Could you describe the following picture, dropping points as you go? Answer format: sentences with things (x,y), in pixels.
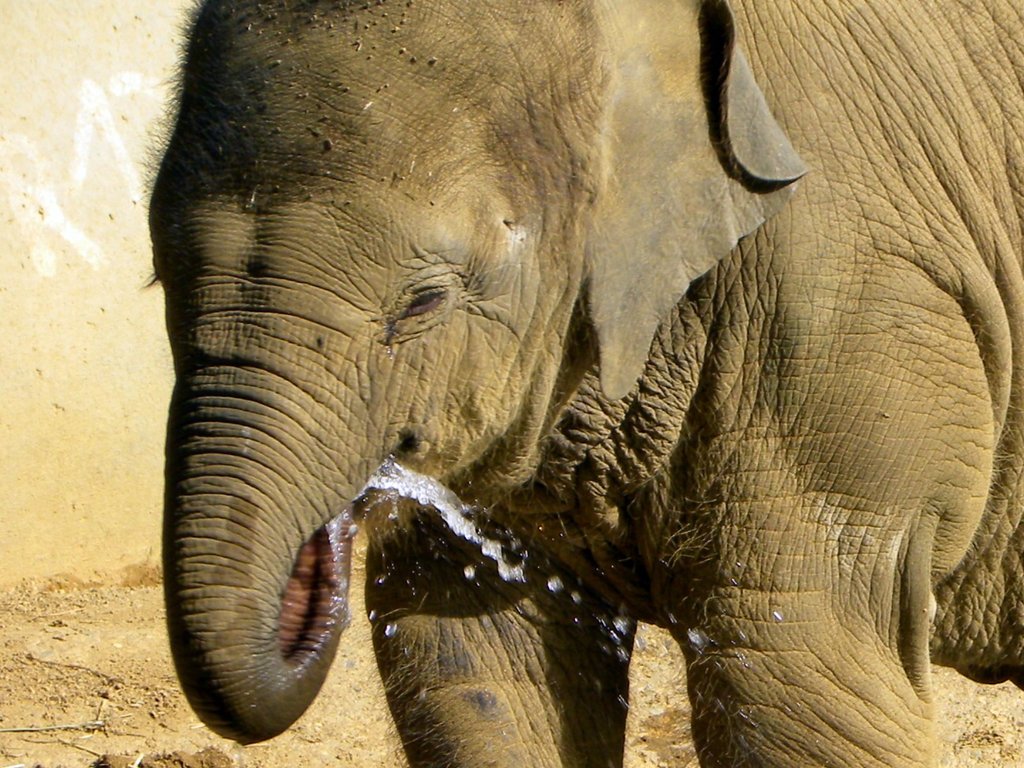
In the foreground of this picture (731,357), there is an elephant (644,373) drinking water (406,487) with the help of trunk (327,621). In the background (93,449), there is a wall (100,440).
